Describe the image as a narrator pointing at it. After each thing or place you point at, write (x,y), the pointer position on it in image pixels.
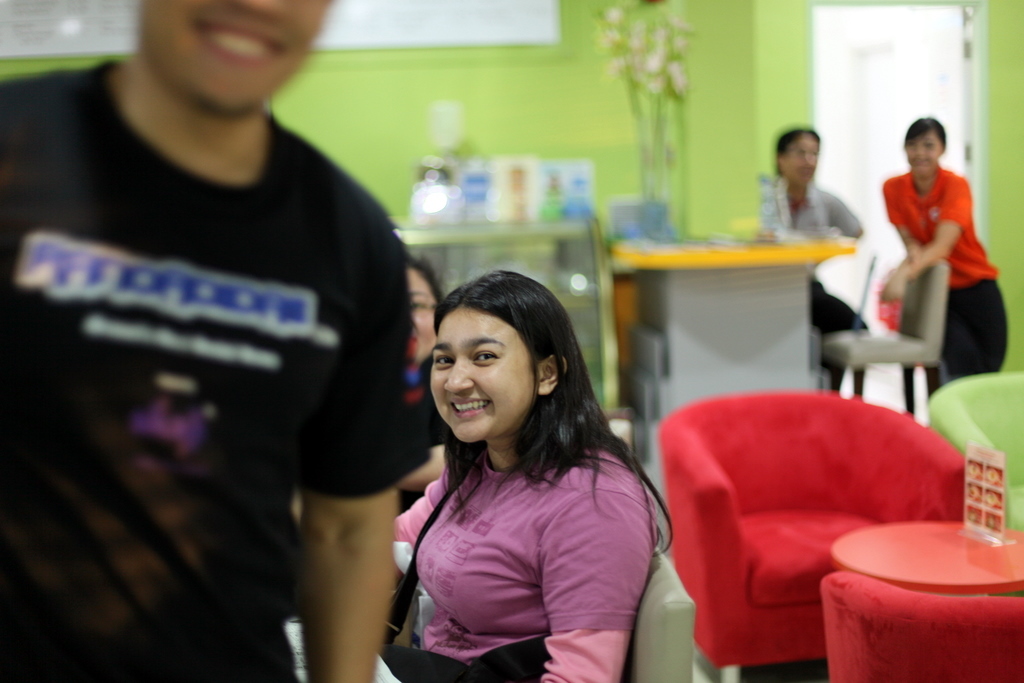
Front this man (190,277) wore black t-shirt (210,256) and smiling. This woman (452,506) is sitting on a couch (635,622) and smiling. Far this three persons (807,192). We can able to see table (701,263) and red chair (761,441). On this table (675,242) there is a plant (662,111).
